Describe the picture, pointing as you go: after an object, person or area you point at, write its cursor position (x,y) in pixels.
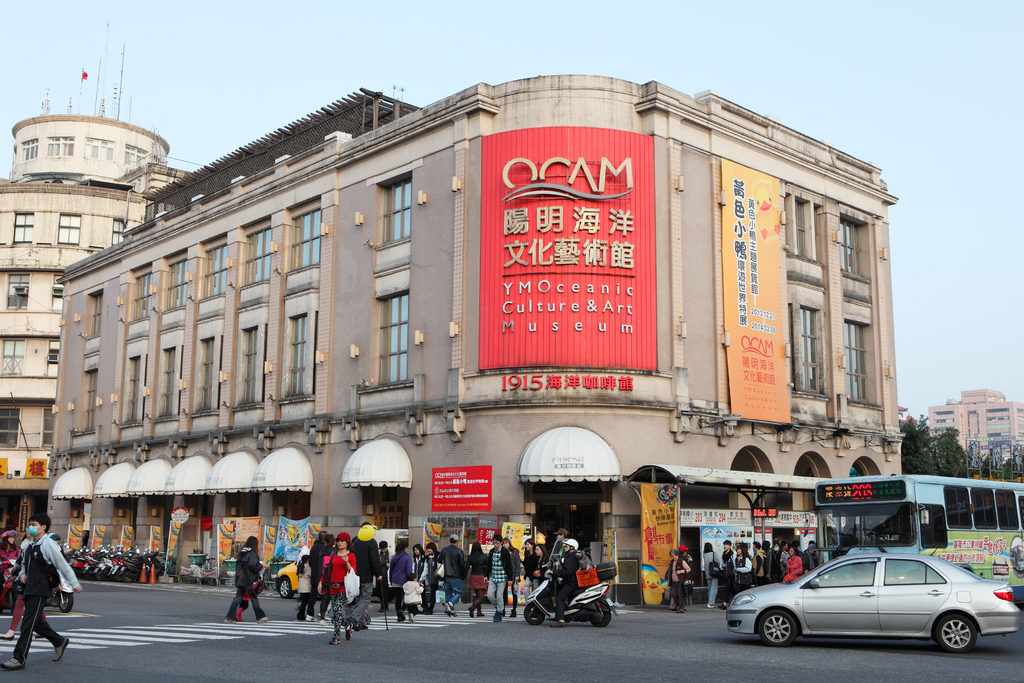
In this image in the center (471,440) there are some buildings (661,440) and trees (904,441) and in the center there are some persons (499,598) who are walking, and some of them are sitting on a vehicle (601,601) and also at the bottom (441,654) there is road (776,659). On the road (857,655) there are some vehicles (858,559), at the top of the image (947,103) there is sky (453,44).
